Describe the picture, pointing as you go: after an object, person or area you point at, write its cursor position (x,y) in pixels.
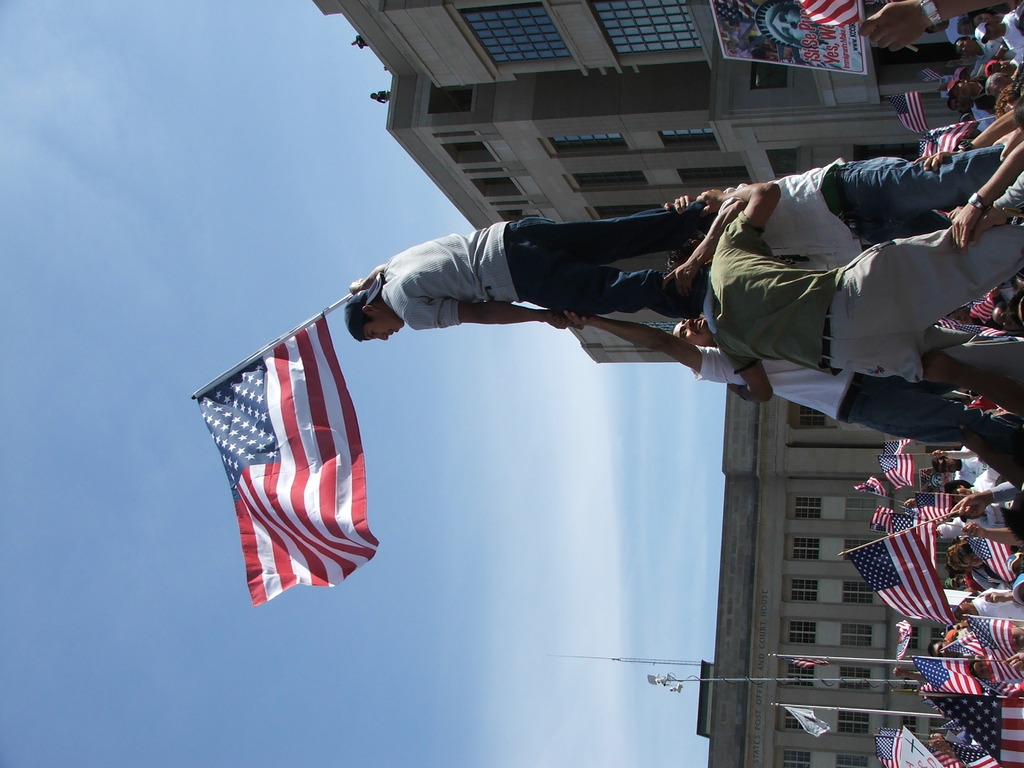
In the center of the image (398,336) we can see a person (664,286) standing on the men (760,320) and holding a flag (275,486). In the background (424,570) we can see persons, flags (923,593), poles (857,683), building (816,692), sky (379,132) and clouds (502,600).
